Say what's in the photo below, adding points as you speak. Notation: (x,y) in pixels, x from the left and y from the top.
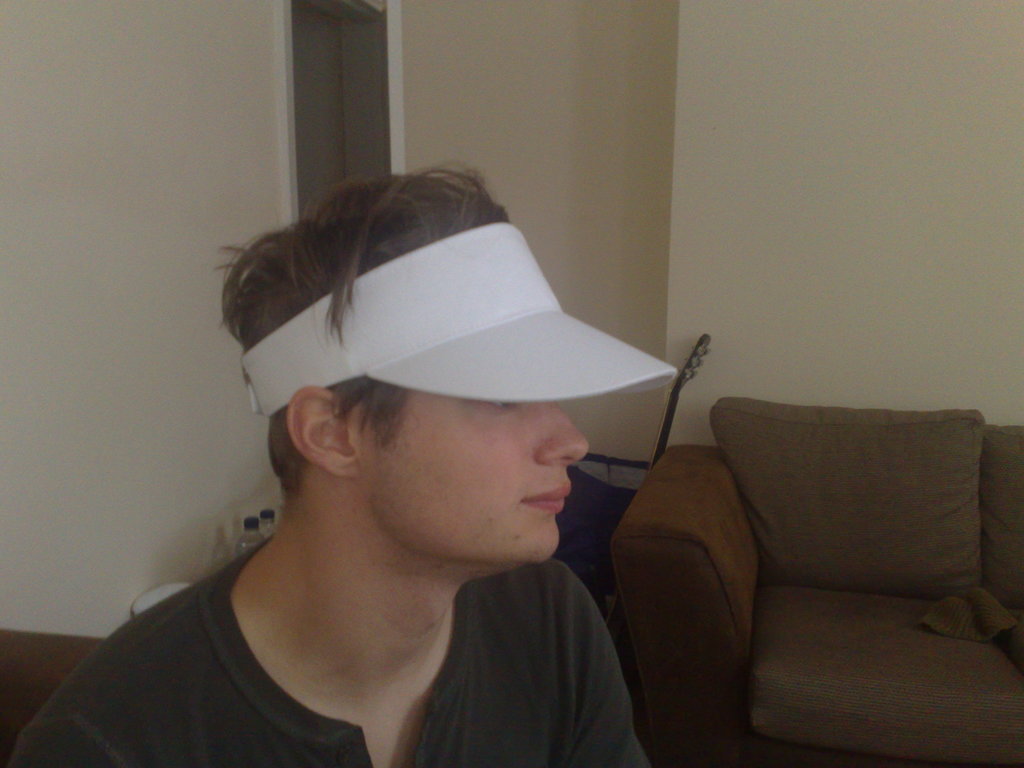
This picture shows a boy (537,631) seated on the chair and we see a guitar (701,348) on the side and a chair (758,659) and he wore a white cap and we see few water bottles (261,533).
